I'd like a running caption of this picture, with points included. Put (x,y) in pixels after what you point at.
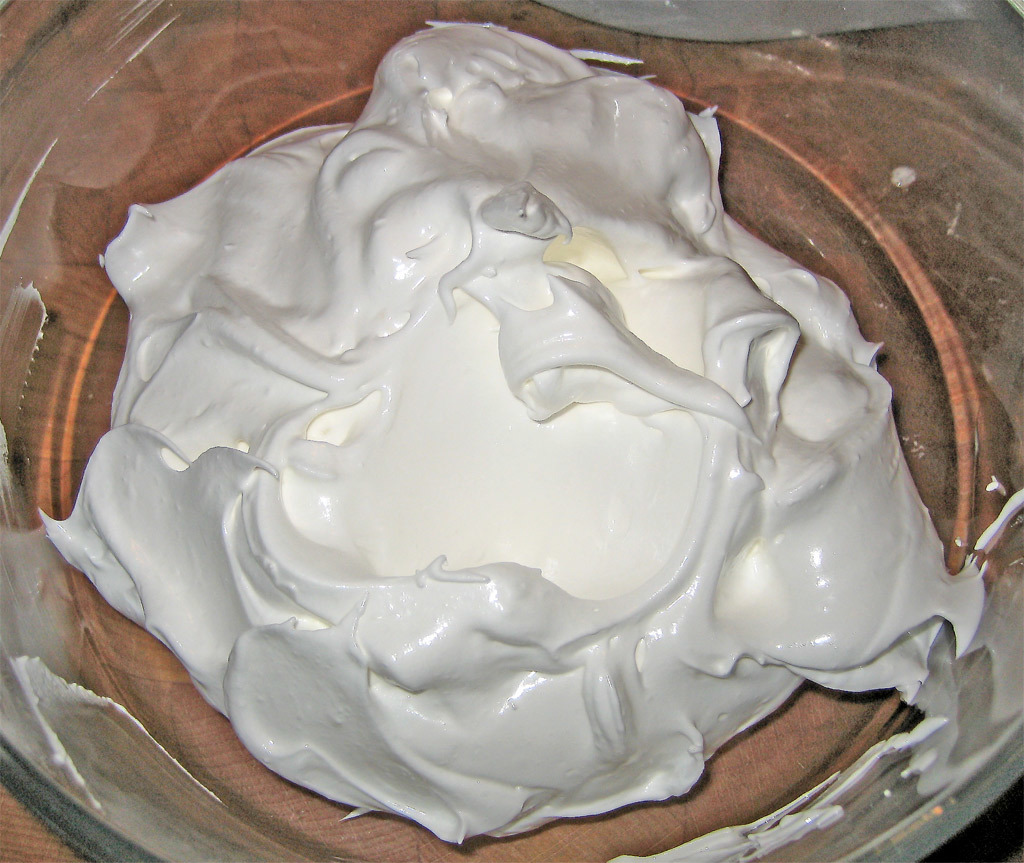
In the image we can see there is a cream (590,289) kept in the glass (780,242).
